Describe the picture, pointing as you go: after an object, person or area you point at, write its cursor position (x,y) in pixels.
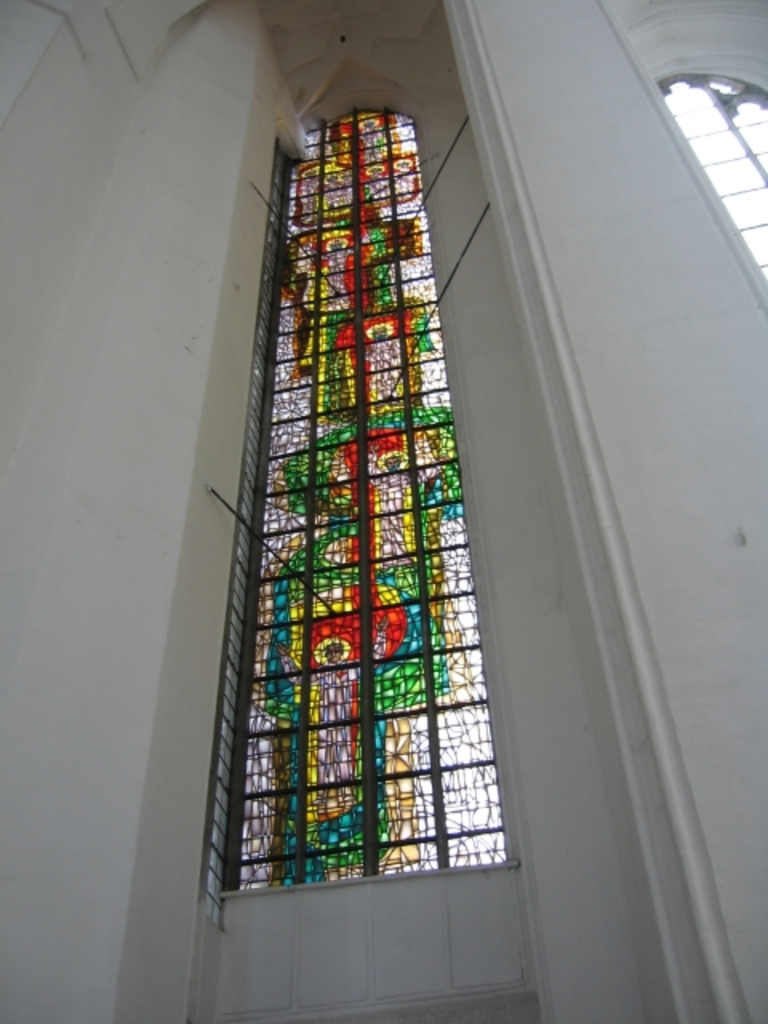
In this image I see the white wall (543,749) and I see the windows (384,768) and I see this window (347,361) is colorful and I see the rods (393,179) on it.
